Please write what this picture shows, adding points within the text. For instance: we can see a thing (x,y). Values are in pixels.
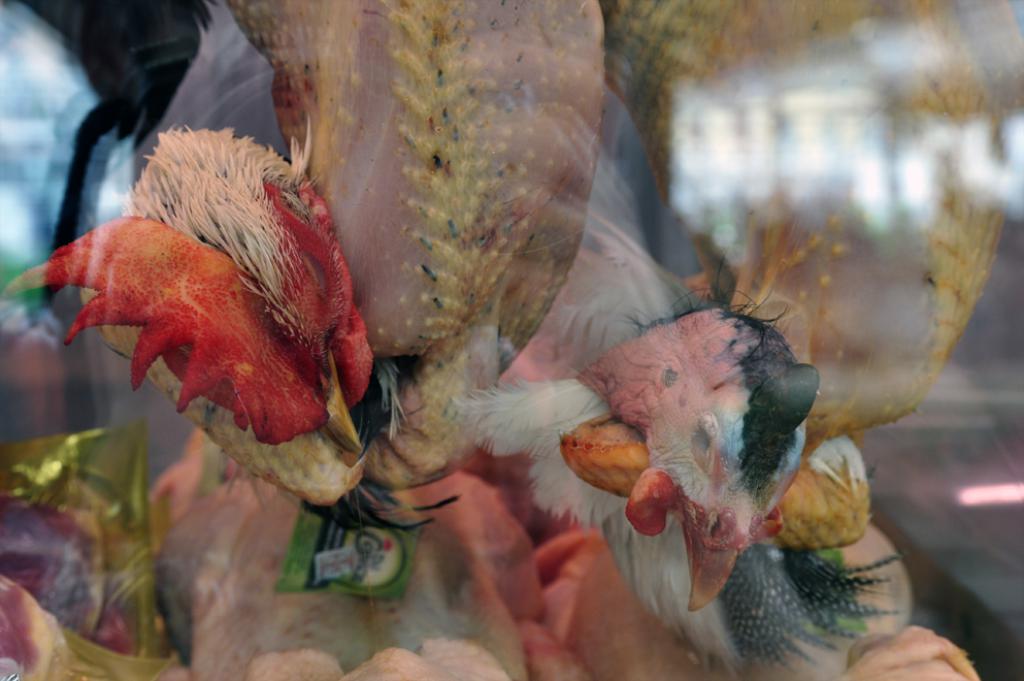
In this picture there are few hens (609,310) which doesn't have hairs (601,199) on it.
